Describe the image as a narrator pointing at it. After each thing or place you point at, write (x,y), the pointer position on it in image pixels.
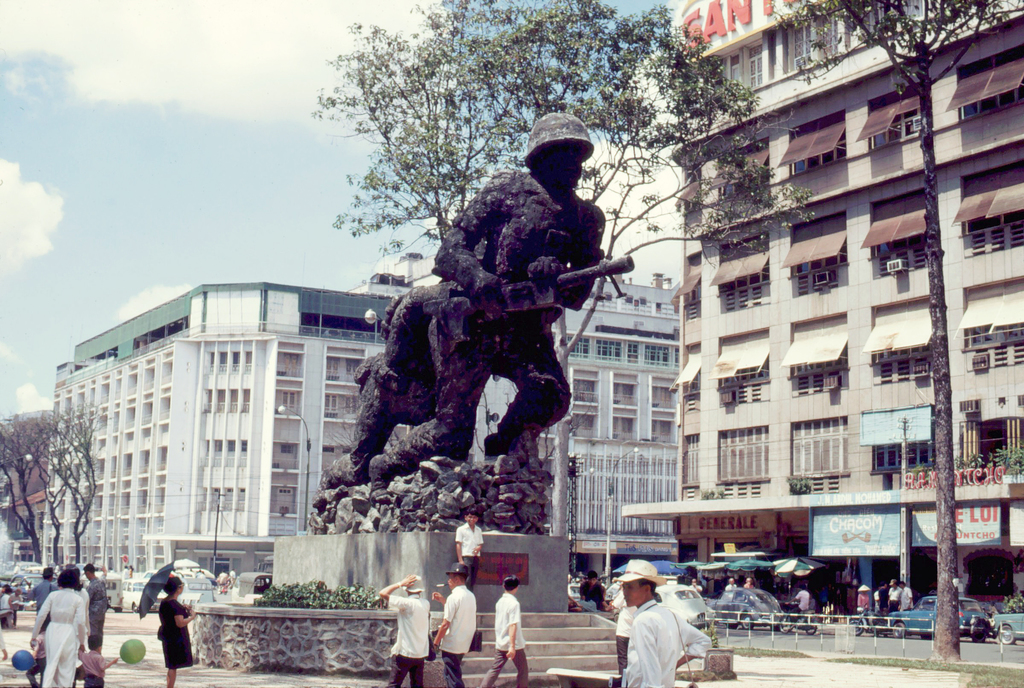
In the image there is a statue (454,439) in the middle (493,239) with people (54,629) walking all around the place, there are cars (144,585) in the background (133,607), on the right side (777,318) there are buildings (777,452) and above its sky (128,112) with clouds (292,45).
